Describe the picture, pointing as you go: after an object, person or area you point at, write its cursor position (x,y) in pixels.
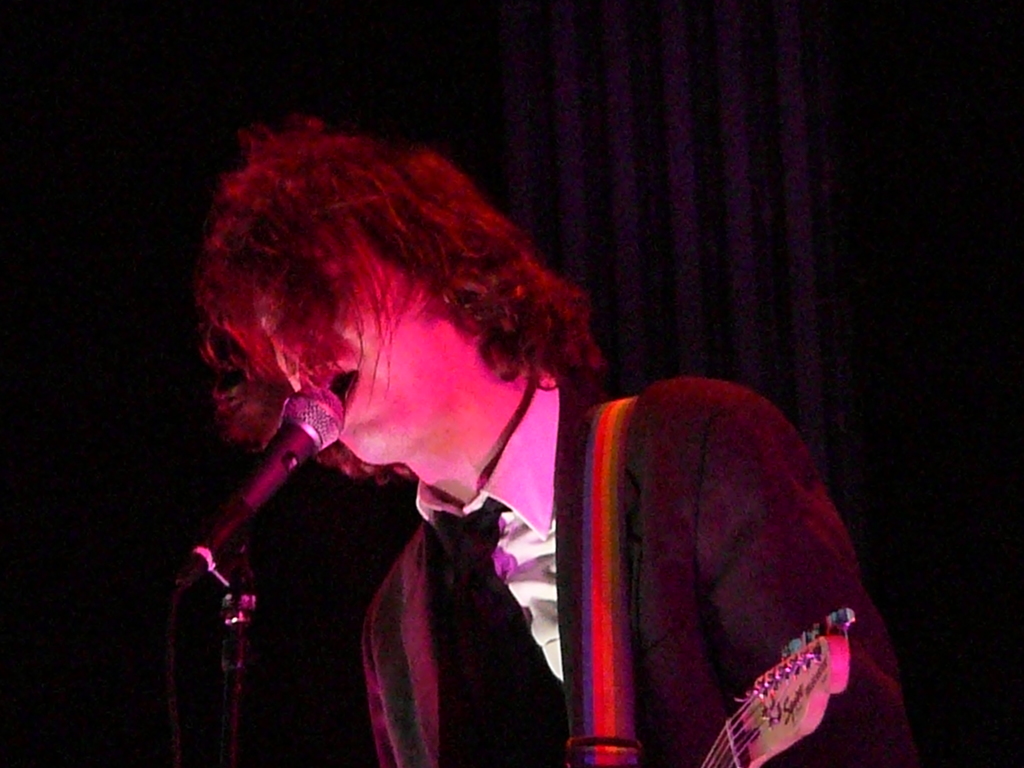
In this image a man (716,490) wearing black coat (674,455), white shirt (550,454) is singing. It seems like he is playing guitar (756,736). In front of him there is a mic (301,448). In the background (747,379) there are curtains (690,213).
